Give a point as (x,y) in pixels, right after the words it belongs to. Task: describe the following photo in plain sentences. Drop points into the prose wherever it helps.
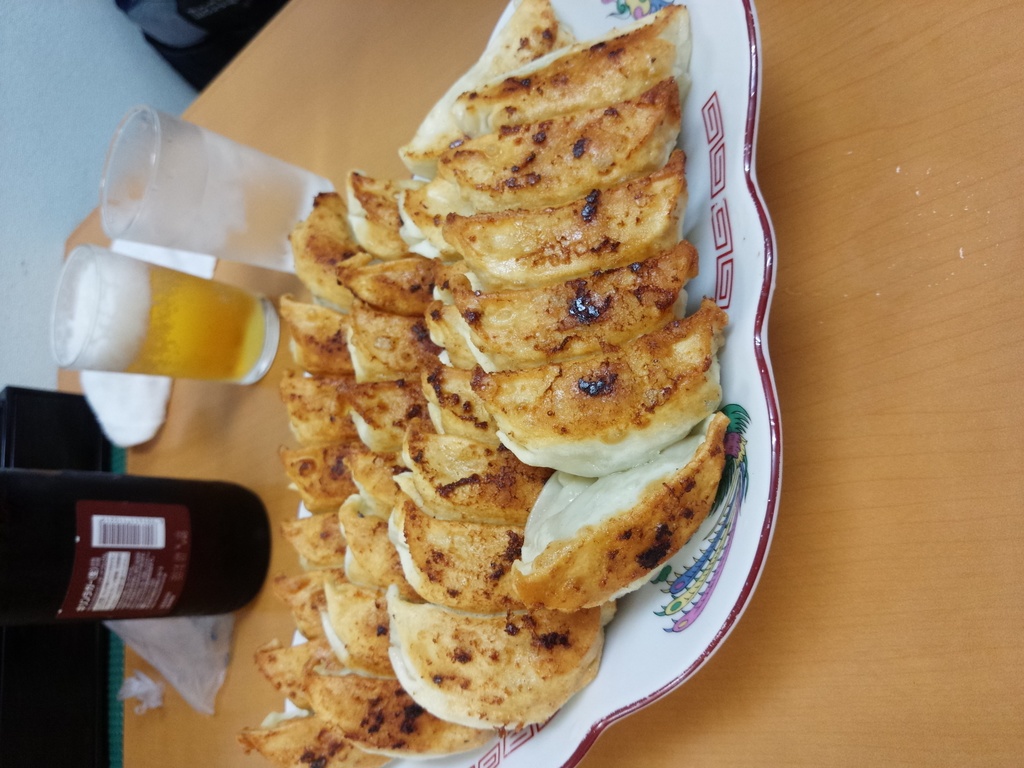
In this image I can see a brown colored table (921,312) and on it I can see two glasses (199,198) with liquid (165,282) in them, a black colored bottle (139,491) with sticker (133,539) attached to it, a white colored plate (639,641) with few food items (616,560) which are brown, cream and white in color. In the background (11,83) I can see few white and black colored objects (68,88).
